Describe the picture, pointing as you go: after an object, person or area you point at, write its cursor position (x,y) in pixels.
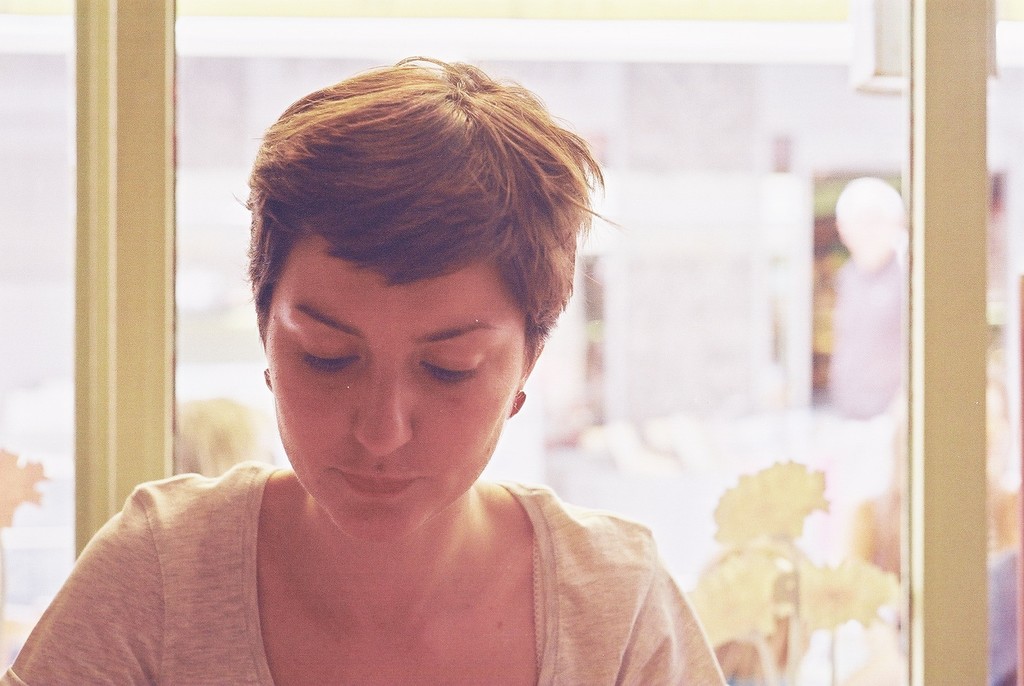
In this image, we can see a person (433,501) on the blur background. This person (399,505) is wearing clothes (86,647).
